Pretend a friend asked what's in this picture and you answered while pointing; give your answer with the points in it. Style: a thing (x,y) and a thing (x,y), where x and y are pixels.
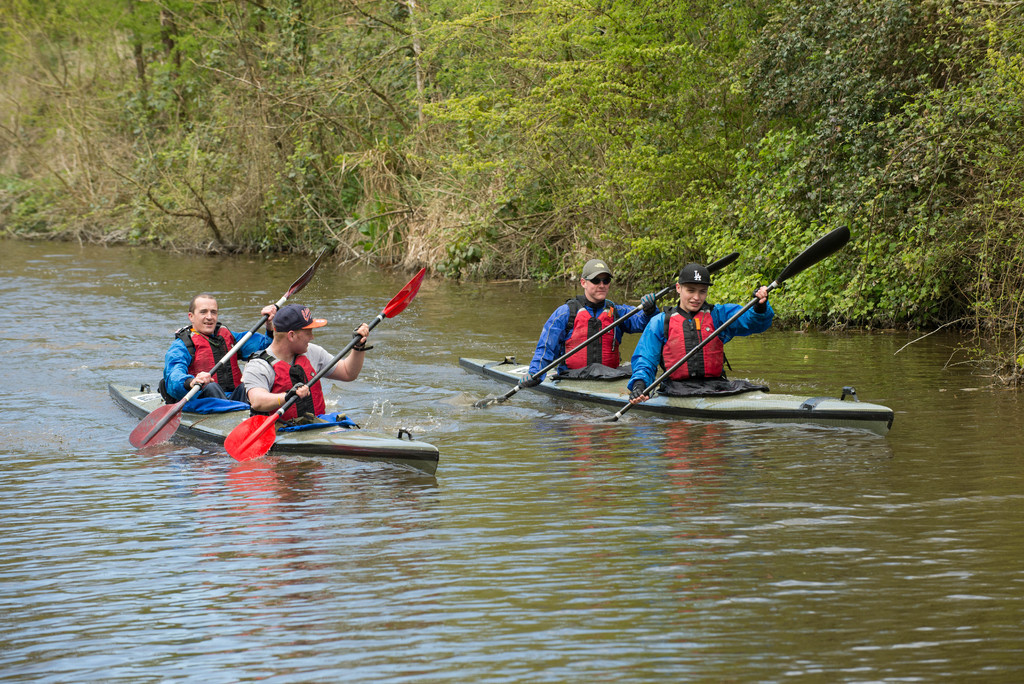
In this picture we can see two boats (326,431) on the water (508,435) and on these boats (198,434) we can see four men (584,336) holding paddles (697,350) with their hands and in the background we can see trees (434,155).
